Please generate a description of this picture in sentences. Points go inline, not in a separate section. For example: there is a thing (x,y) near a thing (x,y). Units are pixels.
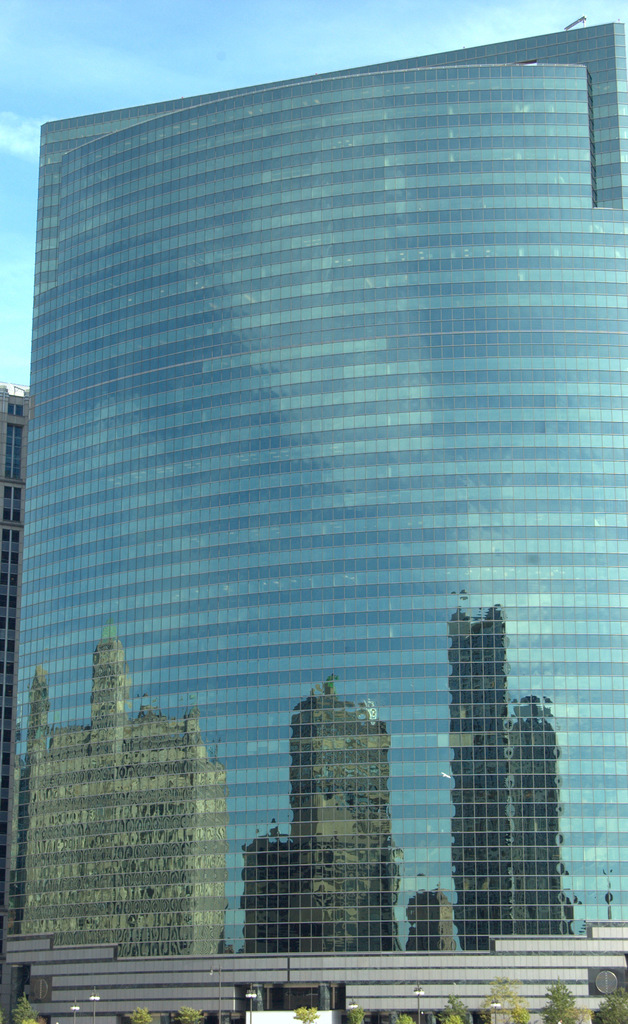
In this image there is a skyscraper (349,527), trees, poles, lights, and there is reflection (296,788) of buildings (466,739), and in the background (38,87) there is sky (47,66).
